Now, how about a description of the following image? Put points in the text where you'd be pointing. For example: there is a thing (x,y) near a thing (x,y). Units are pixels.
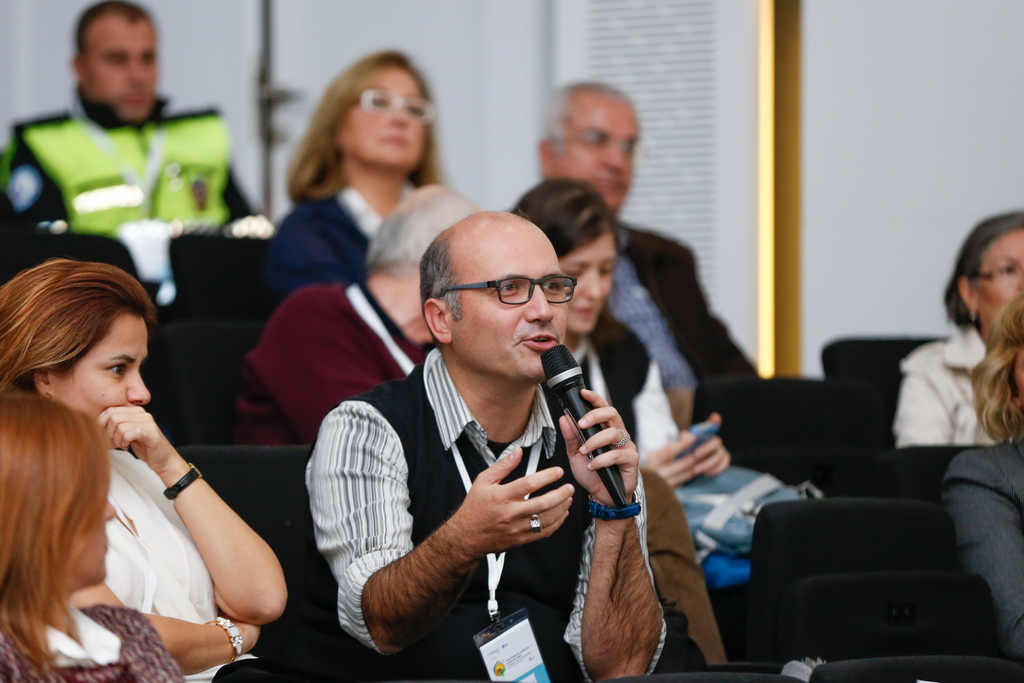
In this picture, there are group of people (287,338) sitting on the seats (211,405). At the bottom (535,593), there is a man (578,479) holding a mike (598,450) and he is wearing a black jacket (422,463). Beside him, there are two women (42,494). On the top (104,164), there are people (565,169).
